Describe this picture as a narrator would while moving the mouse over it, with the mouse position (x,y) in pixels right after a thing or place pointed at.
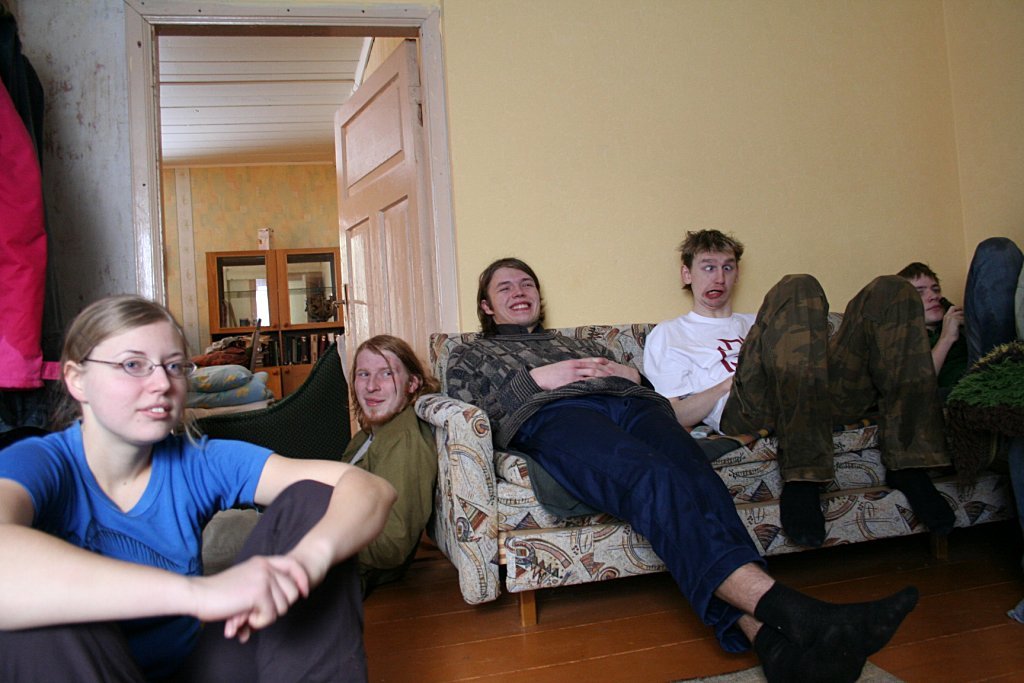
This image consists of five persons (501,400). In the front (527,477), we can see a sofa (510,540). At the bottom (544,627), there is a floor (491,649). In the background (397,177), we can see a wall (803,201) along with the door (350,244).
